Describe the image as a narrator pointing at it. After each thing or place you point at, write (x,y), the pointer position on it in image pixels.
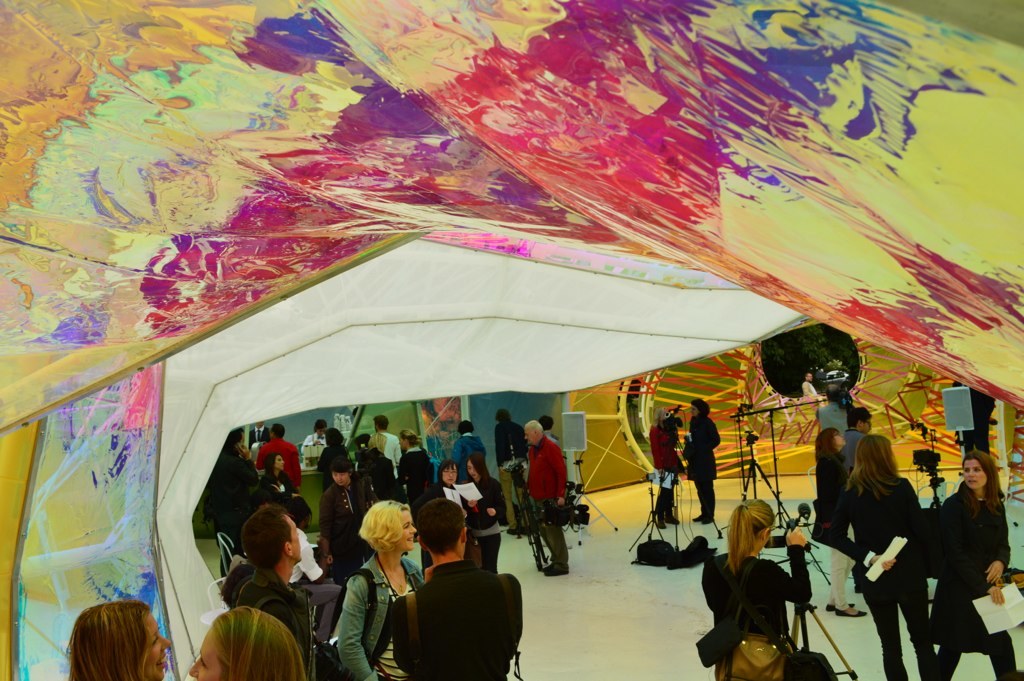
In this image, we can see people (659,442) some are wearing bags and some are holding objects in their hands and we can see stands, boards (959,411) and at the bottom (611,616), there is a floor (606,593) and at the top (338,211), there is a tent (355,236).
